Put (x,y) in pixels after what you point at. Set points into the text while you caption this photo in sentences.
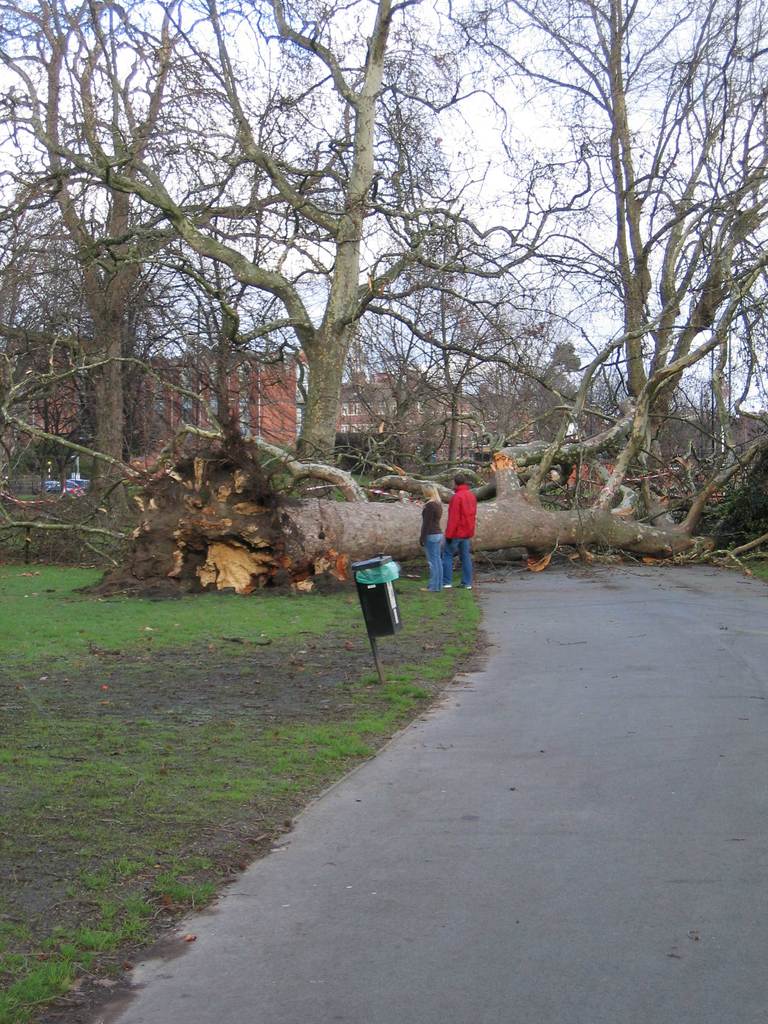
In this picture we can see the road (475,721), dustbin (390,562), grass (200,618), trees (384,416), buildings (421,416) and two persons (440,576) standing on the ground (451,590) and in the background (211,97) we can see the sky (539,84).
